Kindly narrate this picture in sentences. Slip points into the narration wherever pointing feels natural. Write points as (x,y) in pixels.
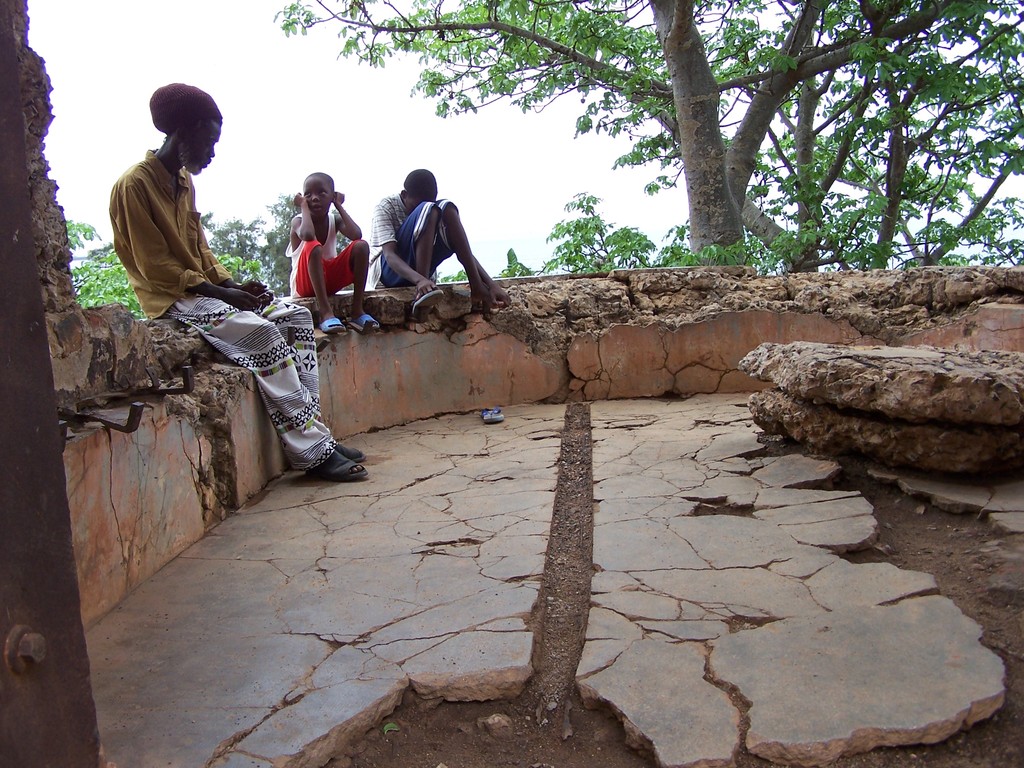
In this image there is a man (251,303) with two boys (339,263) sitting on the fencing wall (967,326). In the background (892,148) there are trees (709,176) and sky (353,138). Ground (533,579) is also visible.
